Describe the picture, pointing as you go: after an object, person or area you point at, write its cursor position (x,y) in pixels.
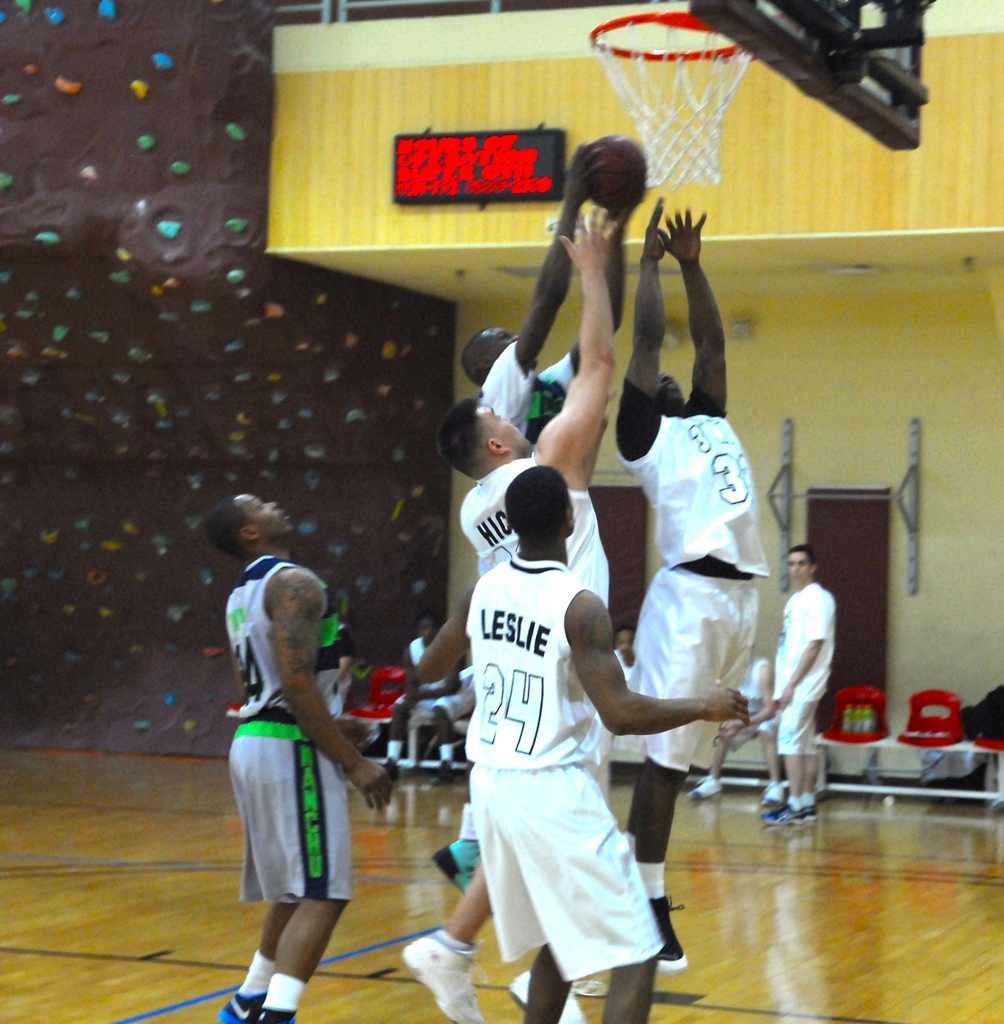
In this picture there is a man (574,719) who is wearing twenty four number jersey (529,676). In front of him we can see a another man (586,507) who is jumping to catch the ball (593,195). Here we can see a man (527,372) who is holding the ball (605,173), beside him we can see another man (709,466) who is wearing three numbers jersey (723,500) and there is a man (791,629) who is standing near to the chairs (869,701). Back side of the chair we can see bottles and wall (940,607). At the top (680,66) there is a basketball net (668,55). Here we can see the screen (474,155).
